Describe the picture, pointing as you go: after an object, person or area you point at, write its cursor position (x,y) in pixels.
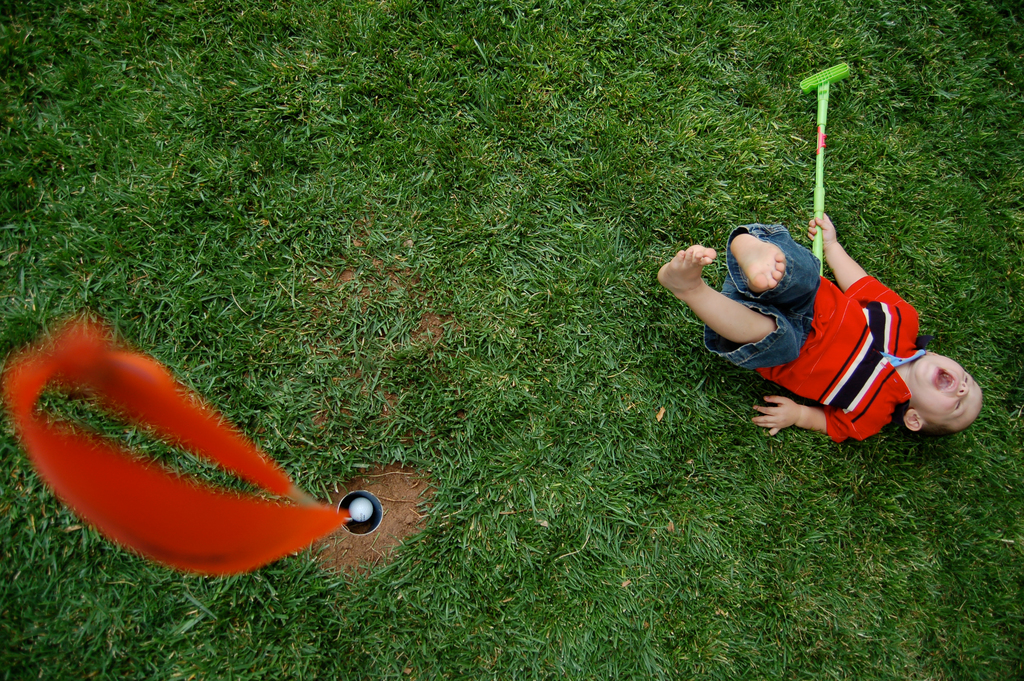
In this image I can see a child (813,375) lying on the ground (976,514) and holding an object (821,82) in his hand (820,225). There is a pole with cloth (257,535), there is a ball (359,508) and there is grass (332,220).
